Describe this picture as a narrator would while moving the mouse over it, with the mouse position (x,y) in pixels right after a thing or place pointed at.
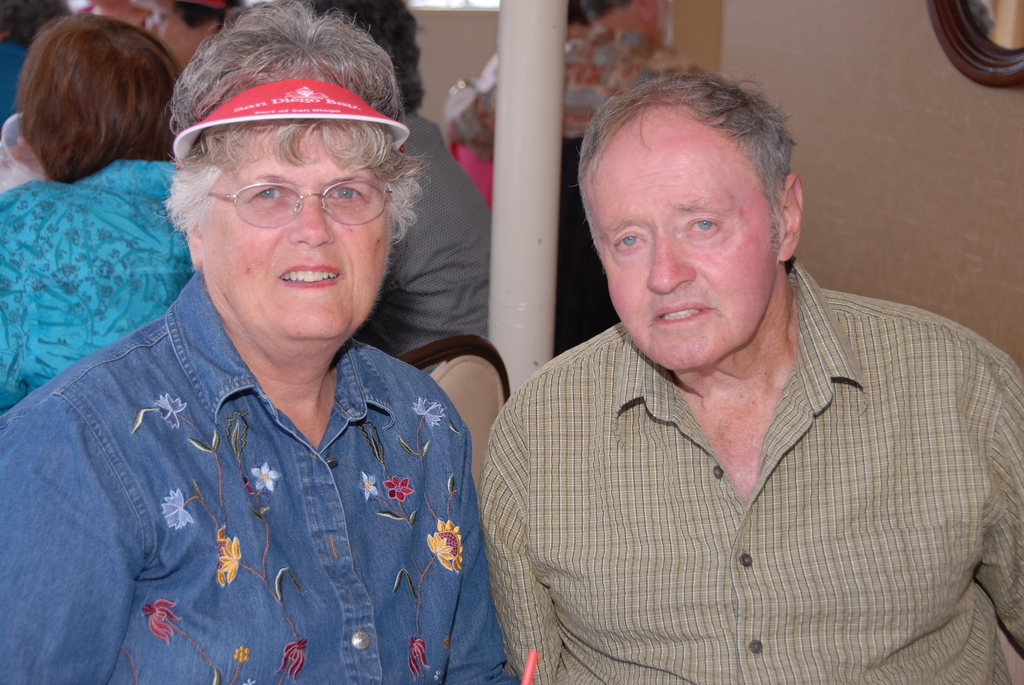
This picture might be taken inside the room (414,471). In this image, in the middle (424,425), we can see two persons (525,507) sitting on the chair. In the background (149,127), we can see group of people (161,133) sitting on the chair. On the right side (1009,48), we can see a mirror (980,76) is attached to a wall (722,49).
